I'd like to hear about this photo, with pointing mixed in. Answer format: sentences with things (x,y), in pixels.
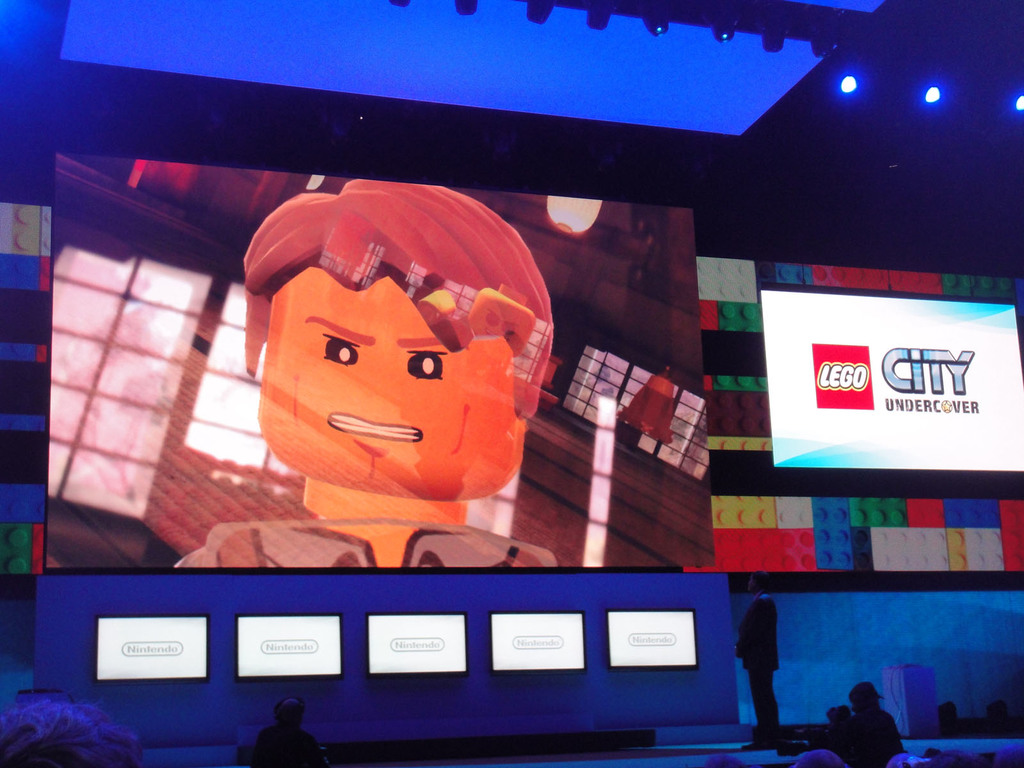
In this image I see few people (865,716) in which this person (761,650) is standing over here and I see screen (479,348) and I see something is written over here and I see the cartoon character (369,328) over here and I see the lights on the ceiling (839,109) and it is dark over here and I see the white screens (325,668) over here.
